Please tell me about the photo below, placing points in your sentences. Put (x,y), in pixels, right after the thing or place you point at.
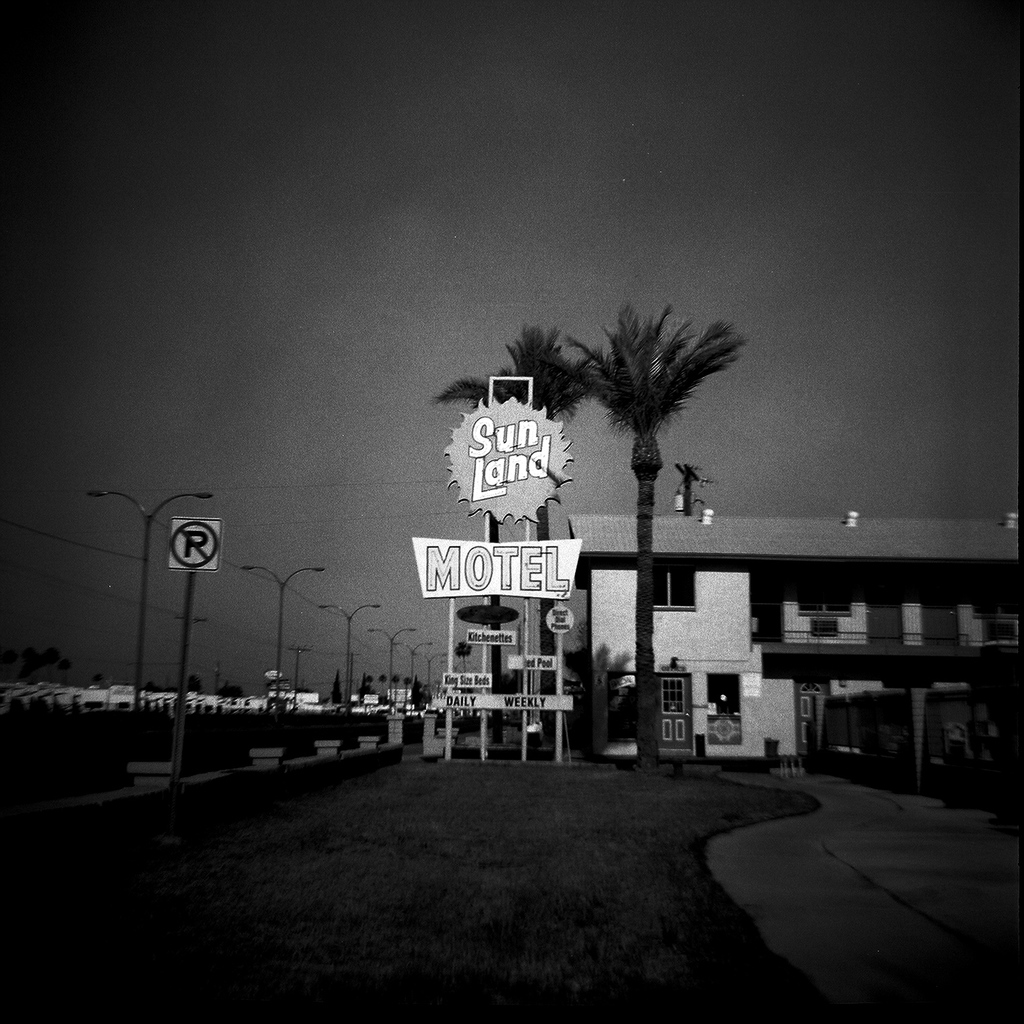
It is a black and white image with borders. In this image we can see the buildings (807,619), trees (650,357) and also light poles (348,663). At the top (297,228) we can see the sky (412,174) and at the bottom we can see the road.
